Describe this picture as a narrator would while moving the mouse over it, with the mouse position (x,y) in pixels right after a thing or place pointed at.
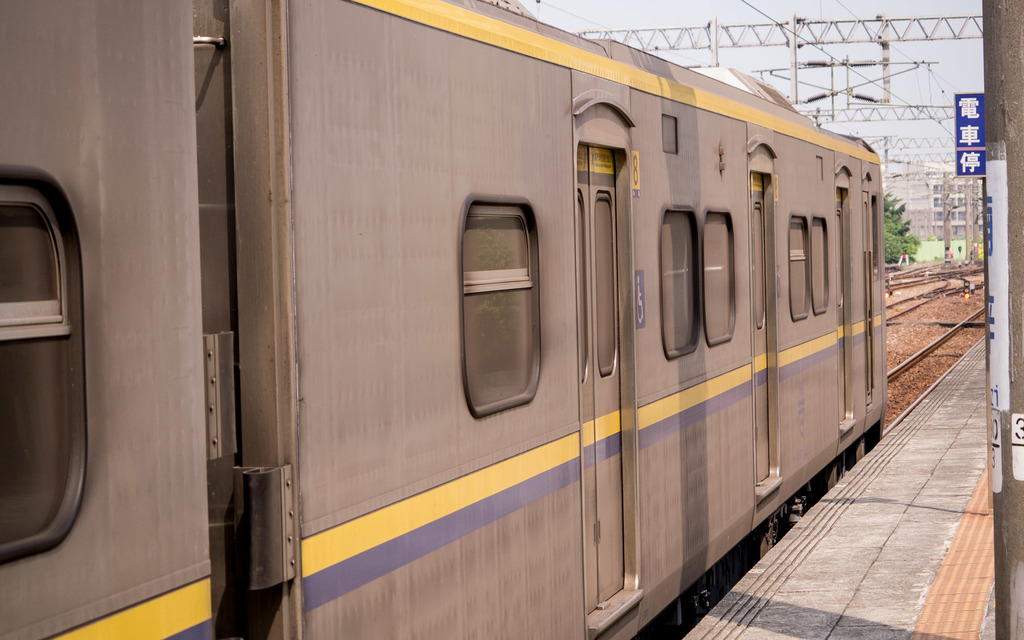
In this image there is a train (678,379) on the railway track (945,331). On the right side (885,501) there is a platform (883,464) on which there are poles (987,219). At the top (716,25) there are metal stands (750,27) to which there are wires (847,10). In the background (889,244) there is a tree (898,227).
